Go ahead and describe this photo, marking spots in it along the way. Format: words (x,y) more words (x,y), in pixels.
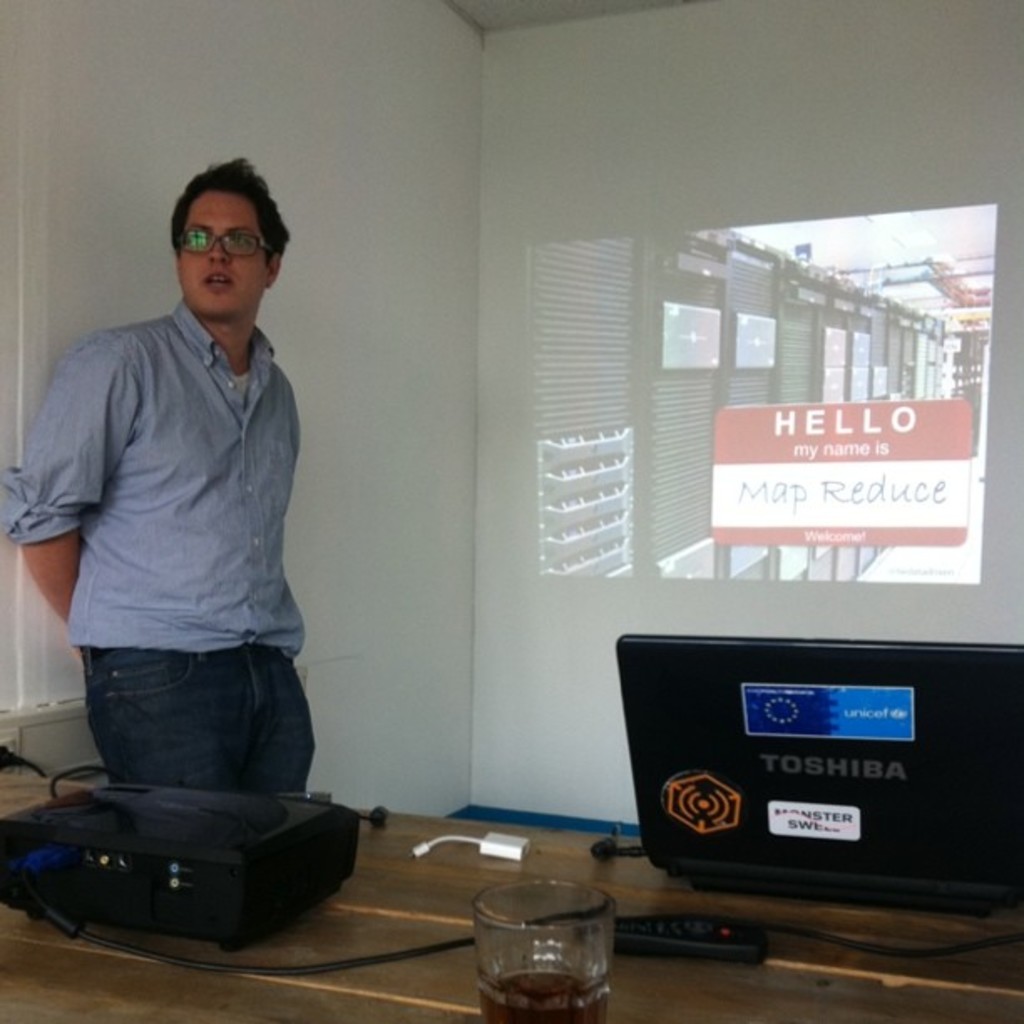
On the left side of the image (199,548) we can see a man (193,451) standing. At the bottom (114,979) there is a table (776,902) and we can see a projector (261,912), laptop (768,739), glass (549,962) and a remote (652,937) place on the table (751,966). In the background (541,771) there is a wall (530,299) and we can see a screen (633,396).
